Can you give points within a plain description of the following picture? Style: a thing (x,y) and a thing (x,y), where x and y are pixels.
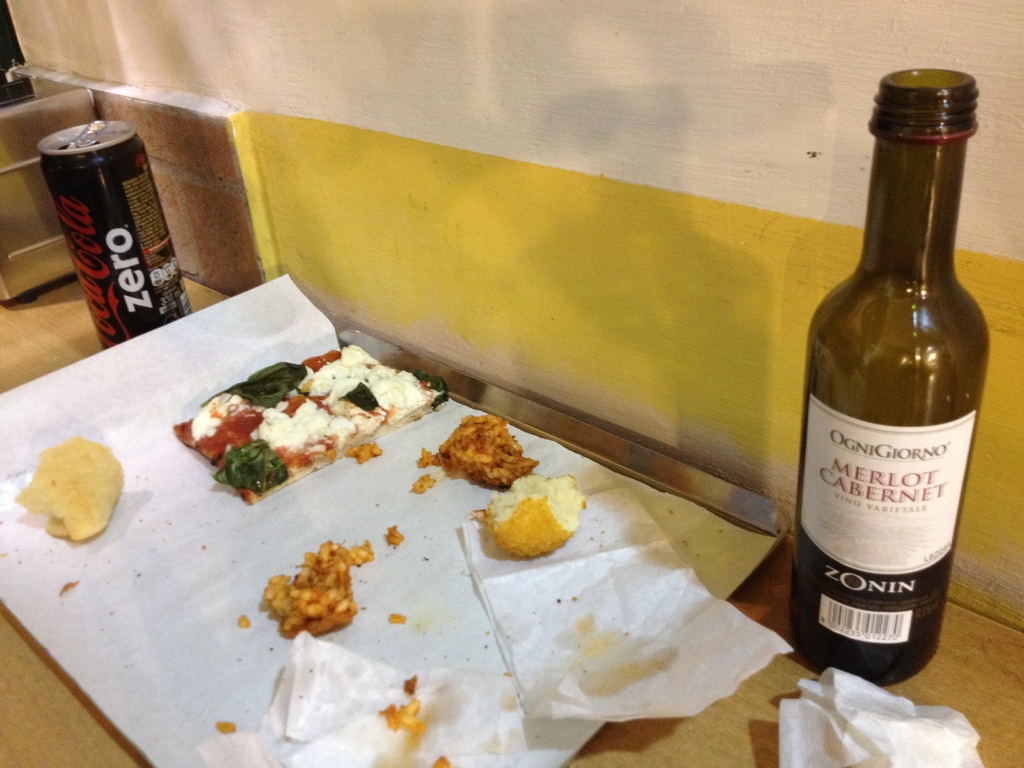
In this image we can see tissue papers (254,751), food items (113,484), tray (242,716), bottle (803,521), tin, and an object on a platform (78,693). In the background (571,318) there is a wall (594,145).
